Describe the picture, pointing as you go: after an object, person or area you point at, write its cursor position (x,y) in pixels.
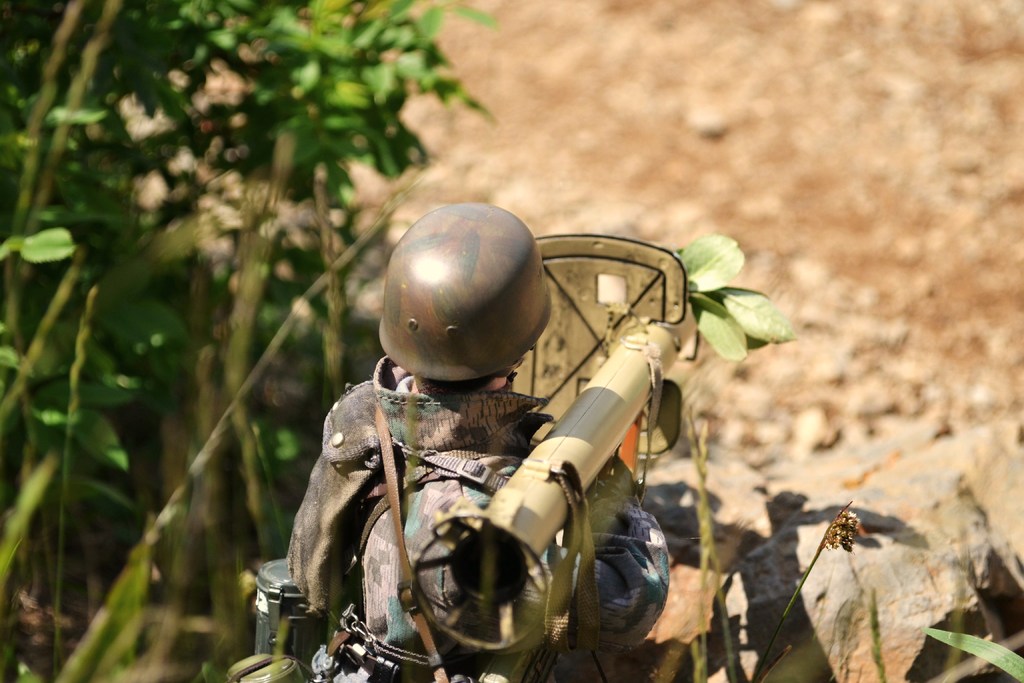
In the center of the image (455,230) there is a person (625,563) wearing helmet (445,240). To the right side of the image (762,560) there are stones (882,541). To the left side of the image (258,328) there are trees (165,330).
